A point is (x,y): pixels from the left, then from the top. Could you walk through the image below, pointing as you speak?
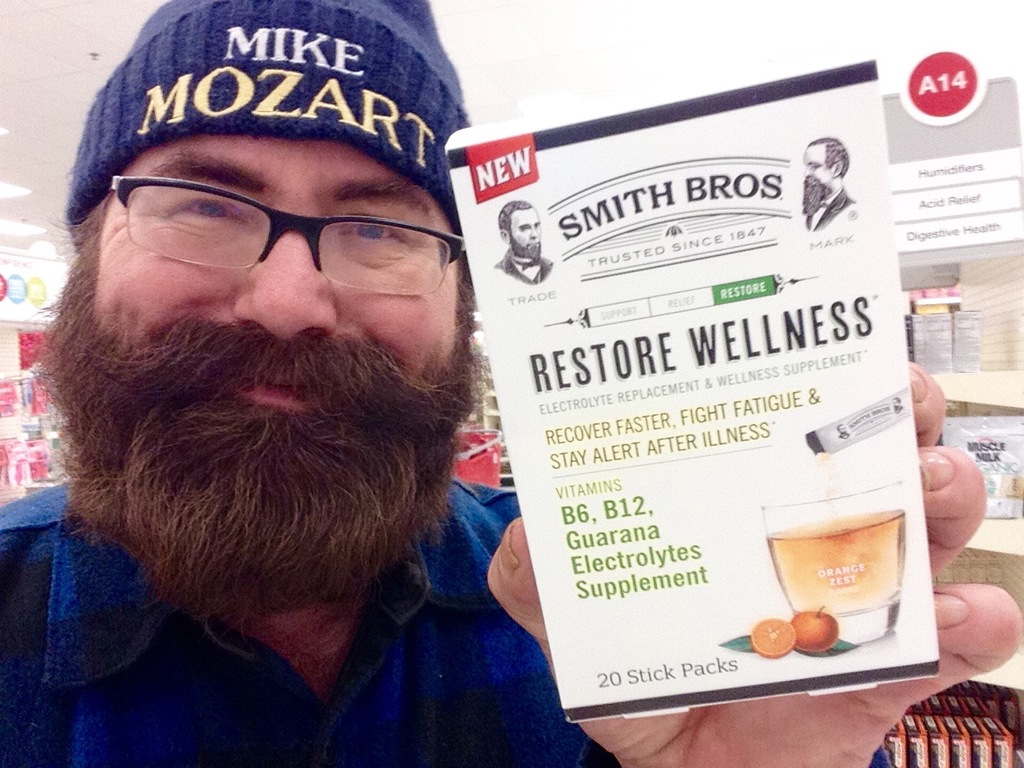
In this picture I can see a person (214,327) wearing spectacles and holding an object (673,434), on which some text (687,552) is written.
